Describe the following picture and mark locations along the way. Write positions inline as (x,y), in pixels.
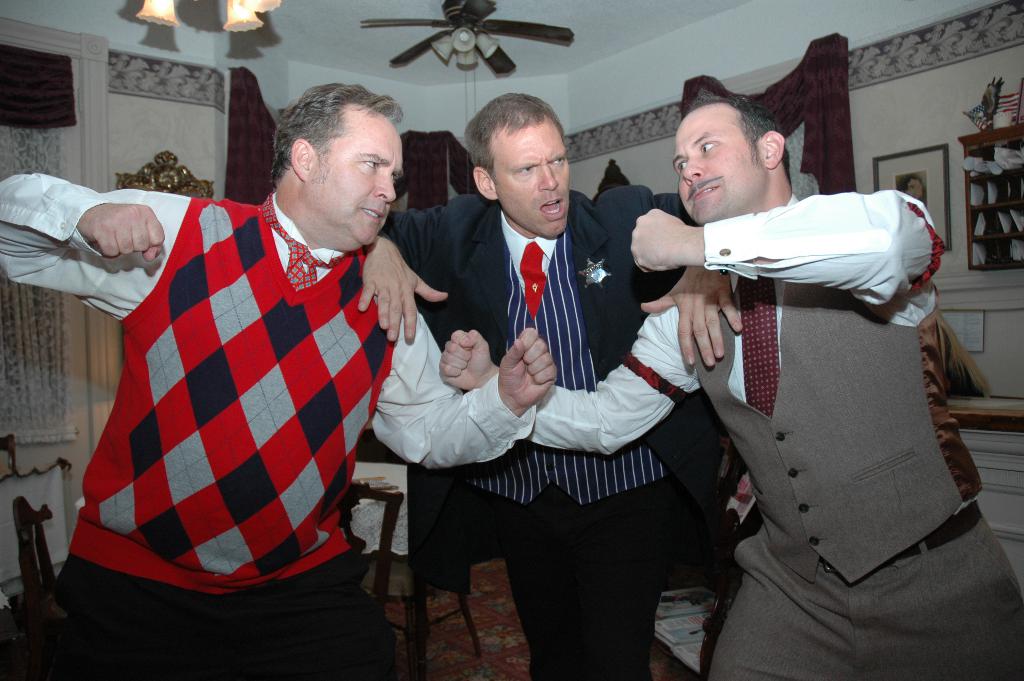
This is an inside view of a room (414,454). Here I can see two men (408,412) are standing and fighting. In the middle of these both there is another man (528,294). It seems like he is trying to stop the fight. On the right side (923,188) there is a photo frame (926,174) attached to the wall (907,100). In the background (800,130) there are few curtains (450,159) and a wall (645,70). At the top of the image (442,31) there is a fan (483,55) and a chandelier (152,15).
